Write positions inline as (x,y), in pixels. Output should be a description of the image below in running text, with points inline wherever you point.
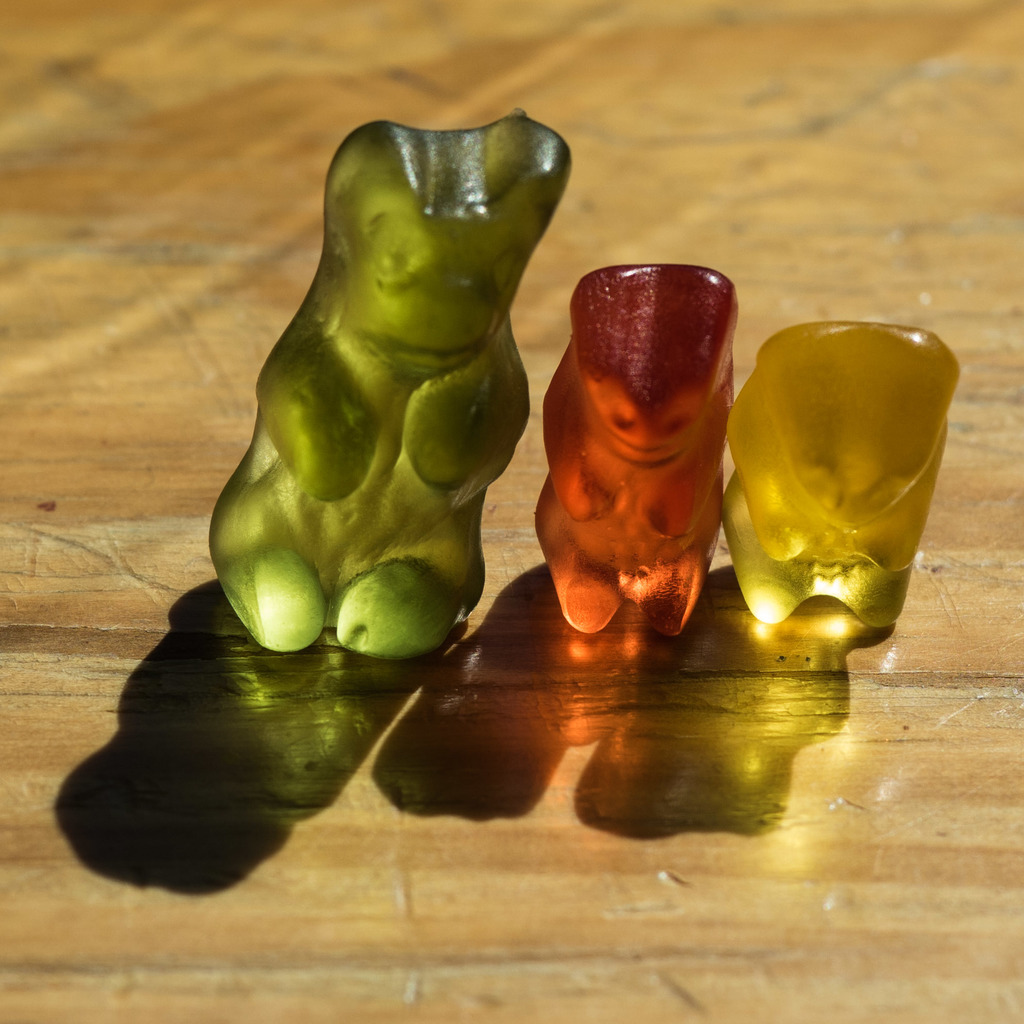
In this image I can see there are gummy bears (704,497) with different colors on a wooden board (506,751).
